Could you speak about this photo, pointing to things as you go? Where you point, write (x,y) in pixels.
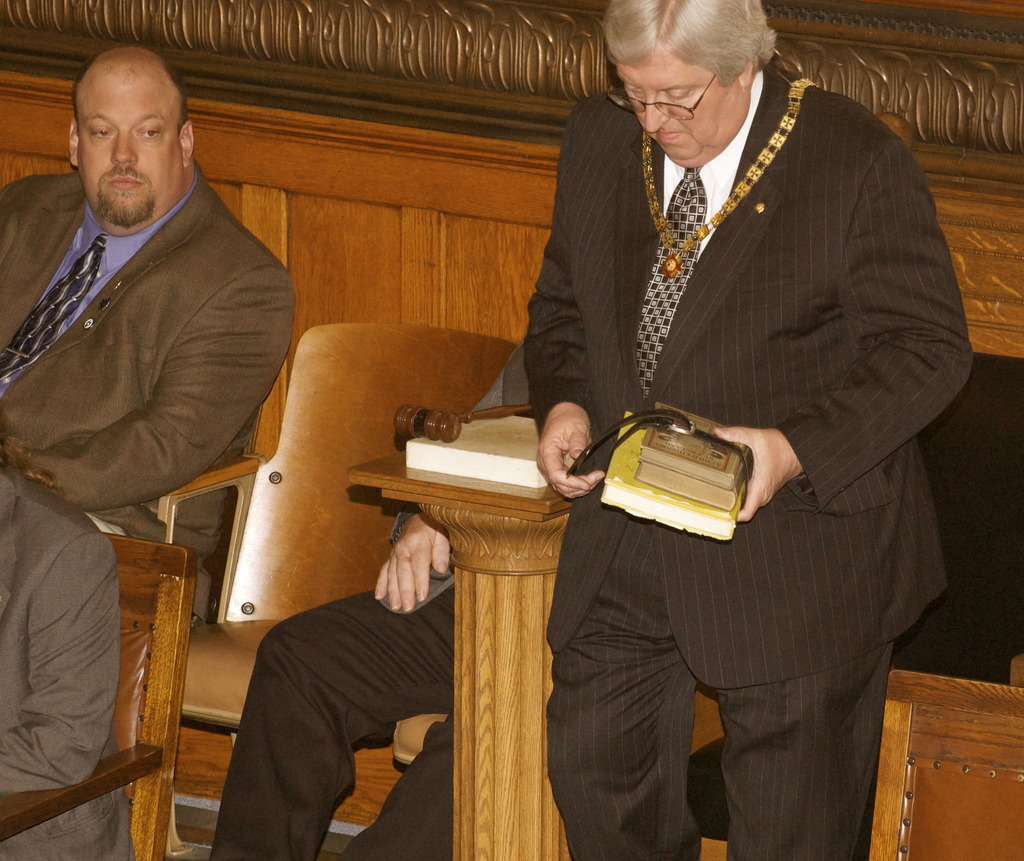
In this image a person (844,394) holding few books (719,470) in his hand (752,441). He is wearing suit (688,285), tie (684,229), chain (650,145) and spectacles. There is a table (479,525) having a book (483,456) and a hammer (455,433) on it. Behind it there is a person (354,639) sitting on the chair (432,399). There is a person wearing a suit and tie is sitting on the chair (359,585), before him there is a person (51,672) wearing a suit (93,657) is sitting on the chair (166,582). Behind them there is a wooden wall (308,168).
